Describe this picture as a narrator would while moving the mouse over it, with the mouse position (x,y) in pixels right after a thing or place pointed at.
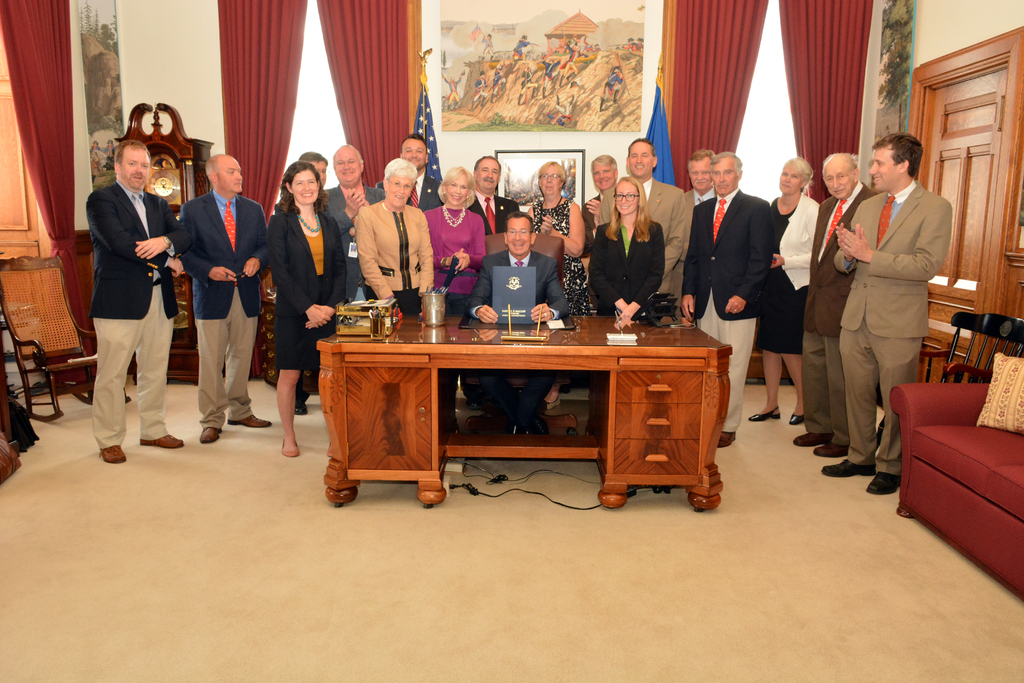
This person (513,250) is sitting on a chair (559,257) and holding a book (528,291), in-front of this person (542,277) there is a table (433,374), on this table (509,343) there is a container (435,297) and things (620,338). Backside of this person (511,265) a group of persons (825,229) are standing and most of the persons (581,205) wore suit (192,239). Near this wall (174,96) there is a clock (169,157). This is red couch (956,452) with pillow (1023,413). This cupboard (996,200) is made with wood (972,192). This is window (321,103) with curtain (347,122). A picture (566,130) and poster (518,115) on wall (463,144). Backside of this group of people (643,197) there are flags (664,122).
